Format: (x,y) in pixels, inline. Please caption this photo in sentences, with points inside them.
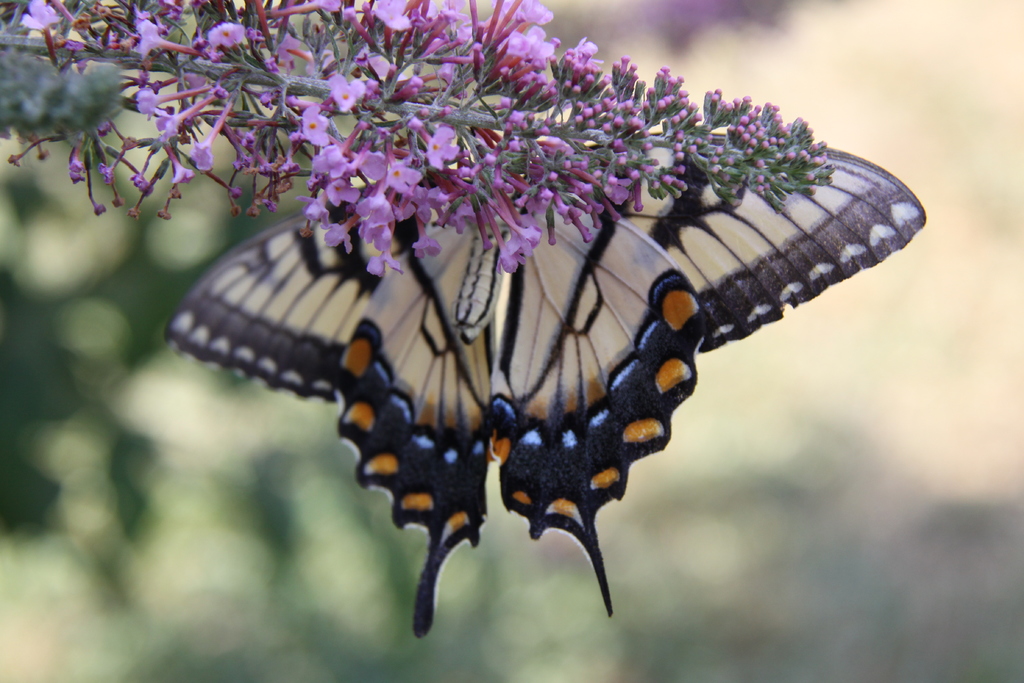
In the foreground of this picture (510,370), there is a white colored butterfly (501,360) on the plant (543,140) and we can also see pink colored flowers (392,159) to the plant (437,92) and the background (89,653) is blurred.
